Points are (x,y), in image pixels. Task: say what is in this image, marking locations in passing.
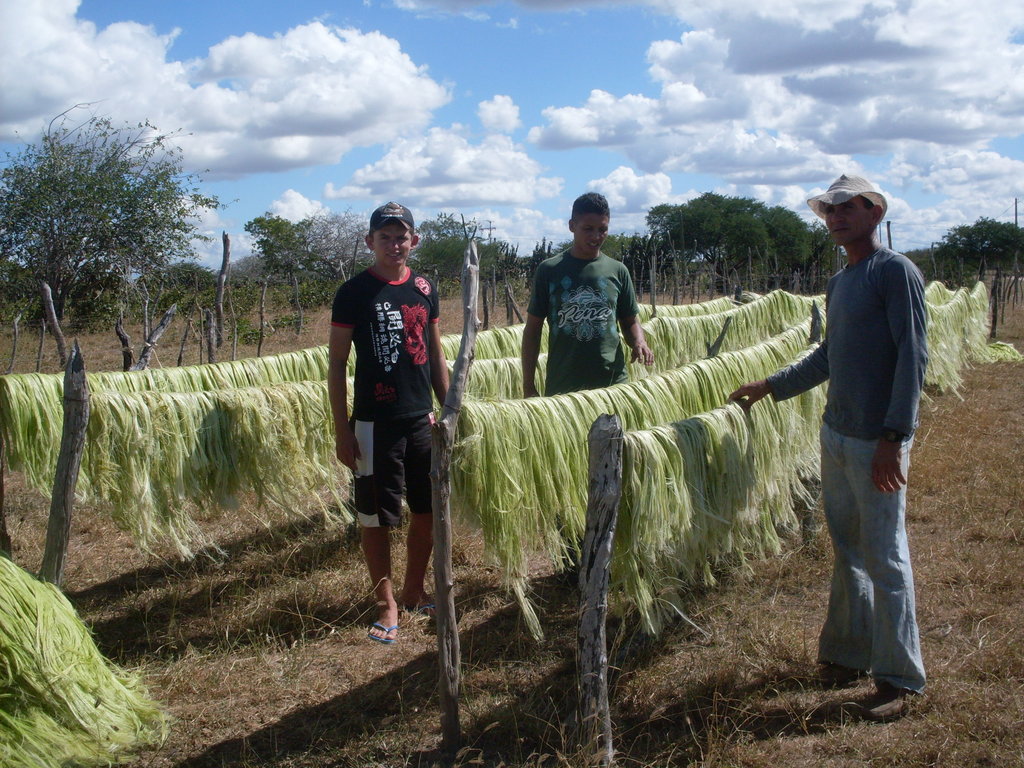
This image consists of three men (578,255). On the right (880,327), the man (903,495) is wearing a hat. On the left (334,333), the man (386,422) is wearing a black cap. In the middle (536,447), it looks like grass (627,459). At the bottom (463,716), there is dry grass (397,716) on the ground (317,689). In the background (655,231), there are trees (65,224). At the top (554,58), there are clouds (67,120) in the sky (73,117).
